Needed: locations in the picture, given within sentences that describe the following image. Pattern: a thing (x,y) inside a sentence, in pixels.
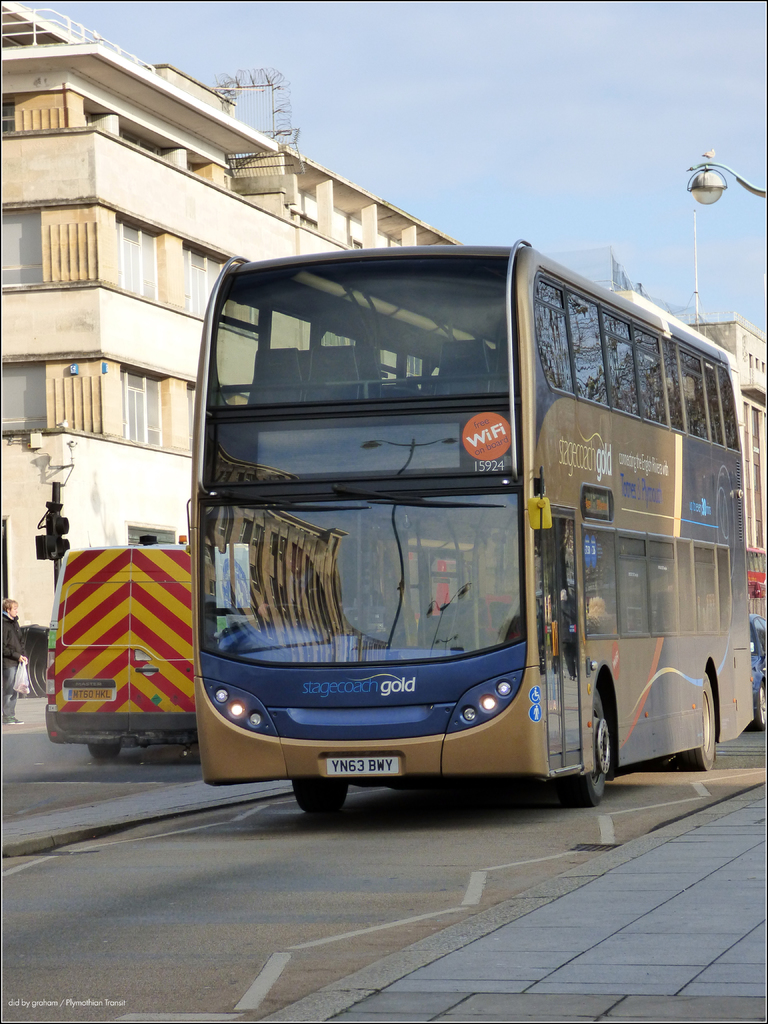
In this picture we can see vehicles (695,648) and a person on the road (423,872) and in the background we can see a traffic signal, buildings (757,396), sky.
